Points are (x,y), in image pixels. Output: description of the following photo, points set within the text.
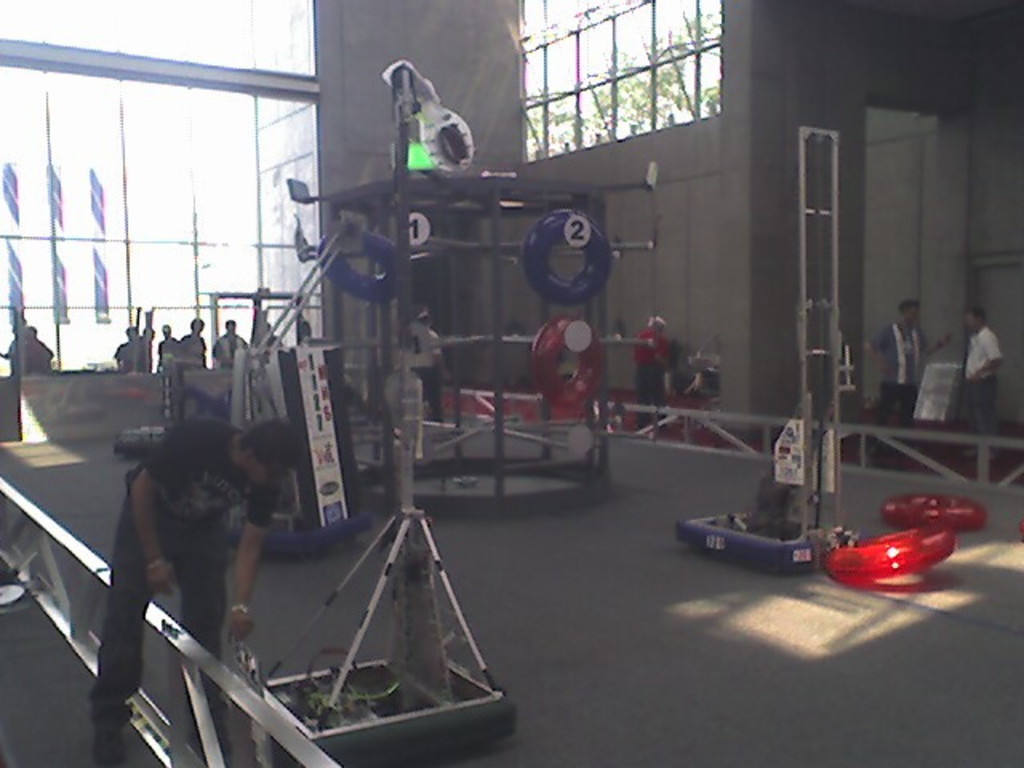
In this image I can see some people (257,491). I can see the swimming tubes (569,324) hanging on the rod (501,304). In the background (652,99), I can see the windows (578,100).
